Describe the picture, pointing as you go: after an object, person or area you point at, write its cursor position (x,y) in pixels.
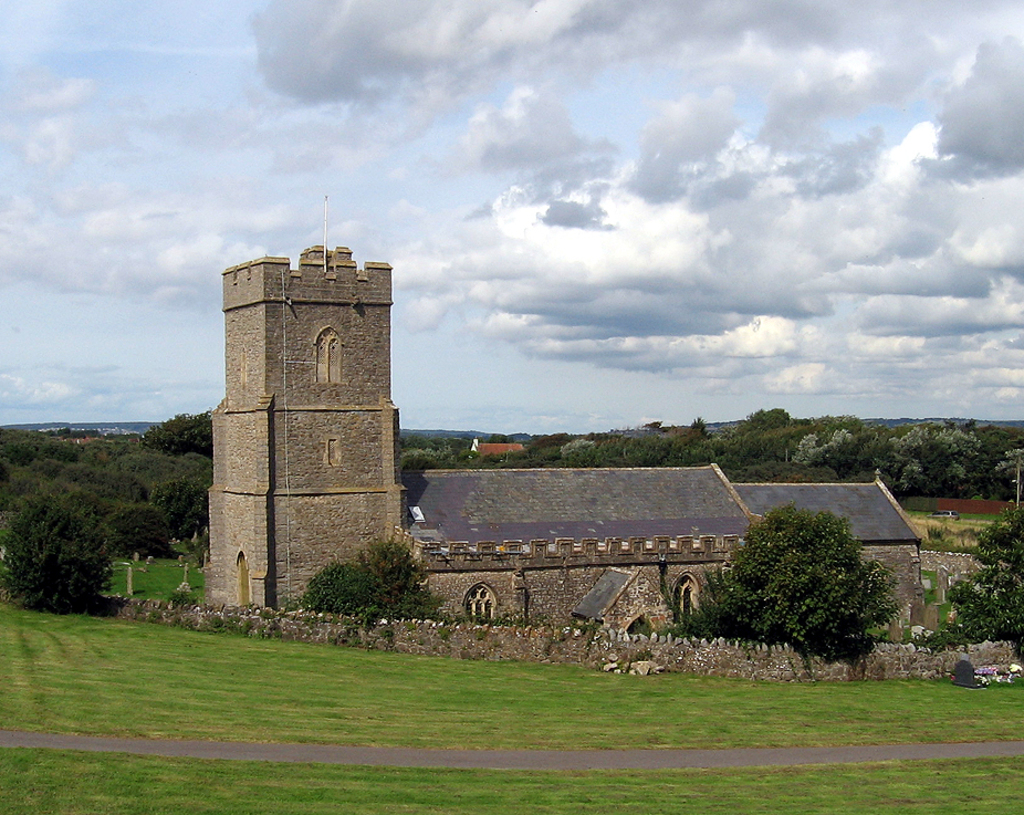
In this image there is a church (508,504). Around the church (249,580) there is a wall (739,663) made of stones (422,633). In front of the wall (583,654) there's grass (359,707) on the ground (441,715). At the bottom (171,747) there is a path (624,752). In the background (739,441) there are trees (111,443), houses (480,452) and mountains (894,420). At the top (455,162) there is the sky (386,163).
